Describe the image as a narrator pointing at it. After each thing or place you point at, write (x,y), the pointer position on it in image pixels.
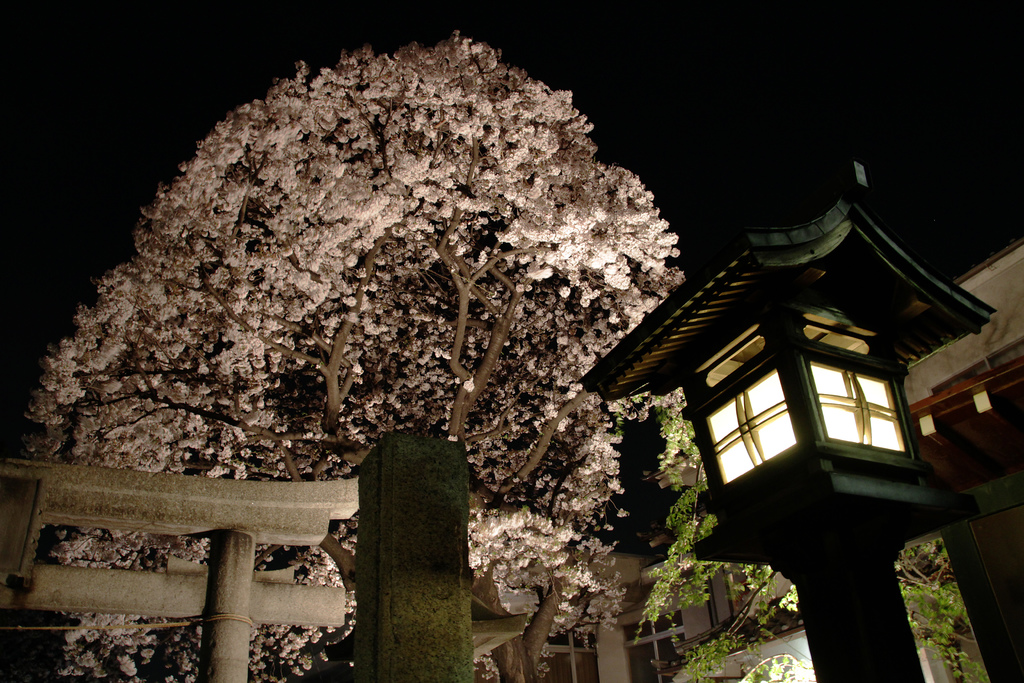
In this picture I can see the tree (638,305). On the right (967,432) I can see the street light (900,454) and building (959,527). In the bottom left (251,497) I can see the stone gate (19,535). At the top (969,2) I can see the darkness (729,38).
